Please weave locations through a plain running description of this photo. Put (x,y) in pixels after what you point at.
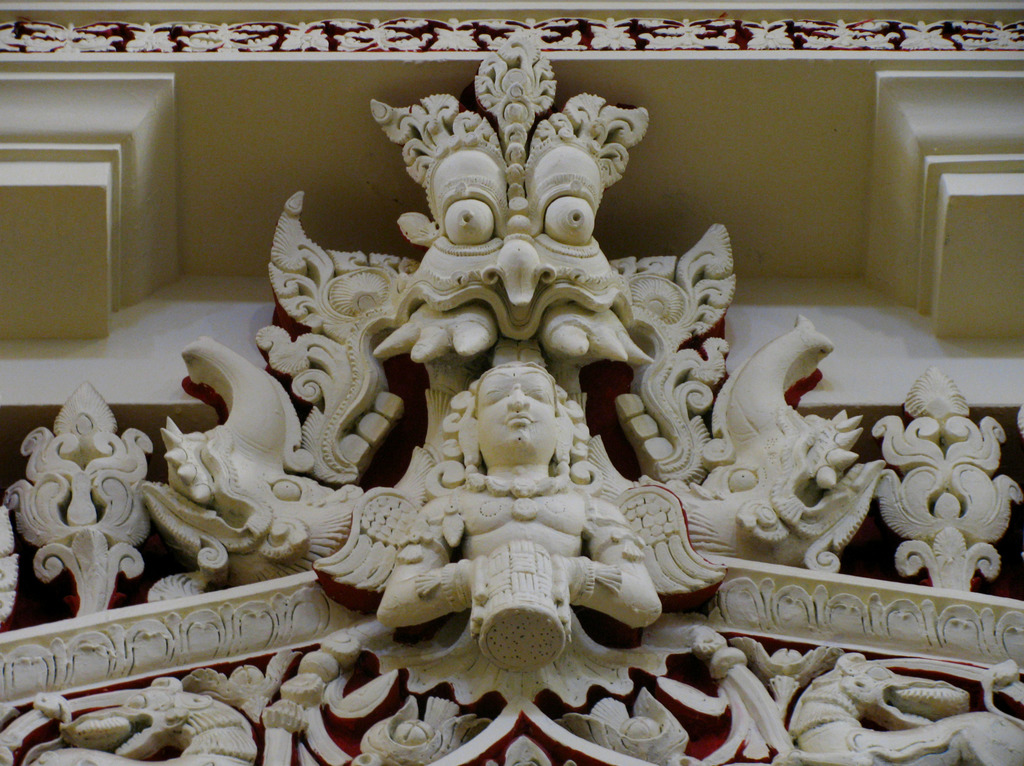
The picture consists of a sculpture (442,444) on a building (285,79). At the top (302,38) there are floral designs (533,36).
